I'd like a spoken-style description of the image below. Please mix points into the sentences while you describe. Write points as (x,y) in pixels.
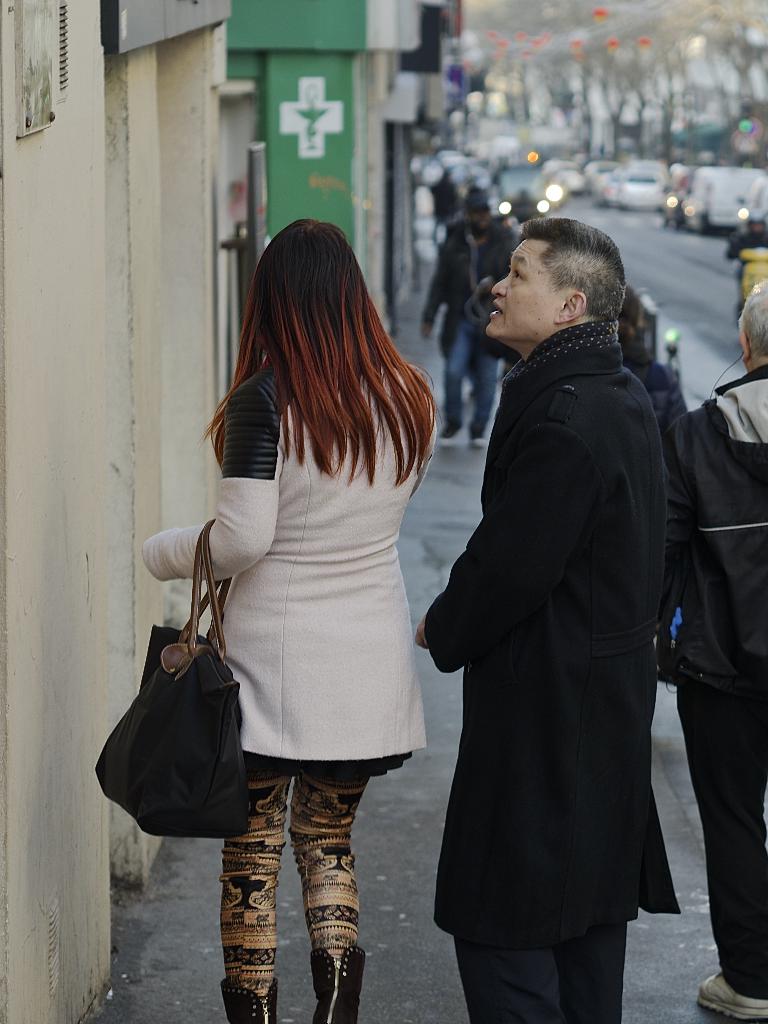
This picture is clicked in the city. Woman (345,572) in white dress (356,629) and man (525,343) in black dress (557,558) are standing and she is wearing handbag (239,704). In front of them, we see many people (442,302) walking on footpath (471,452) and beside them, we see many cars (606,171) and vehicles (643,197) moving on the road (656,237). On left corner of picture (95,143), we see a white wall (135,222) and on right top of picture (612,128), we see many trees (629,59).
